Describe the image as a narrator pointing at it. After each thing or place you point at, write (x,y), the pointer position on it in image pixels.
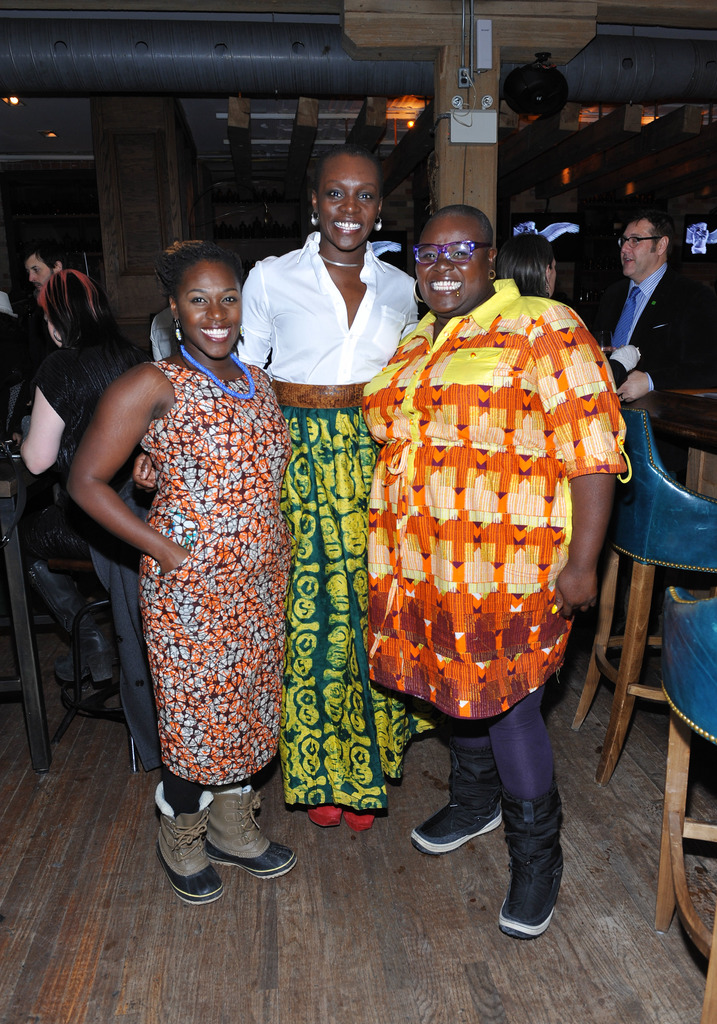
In front of the image there are three women (286,439) standing with a smile on their face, behind them there are a few people (71,394) standing and sitting in chairs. In the background of the image (482,131) there are switchboards (470,126) on pillars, pipes (347,65) and wooden logs (425,138) on the rooftop (415,141) and there are neon sign boards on the wall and some other objects (236,200).
